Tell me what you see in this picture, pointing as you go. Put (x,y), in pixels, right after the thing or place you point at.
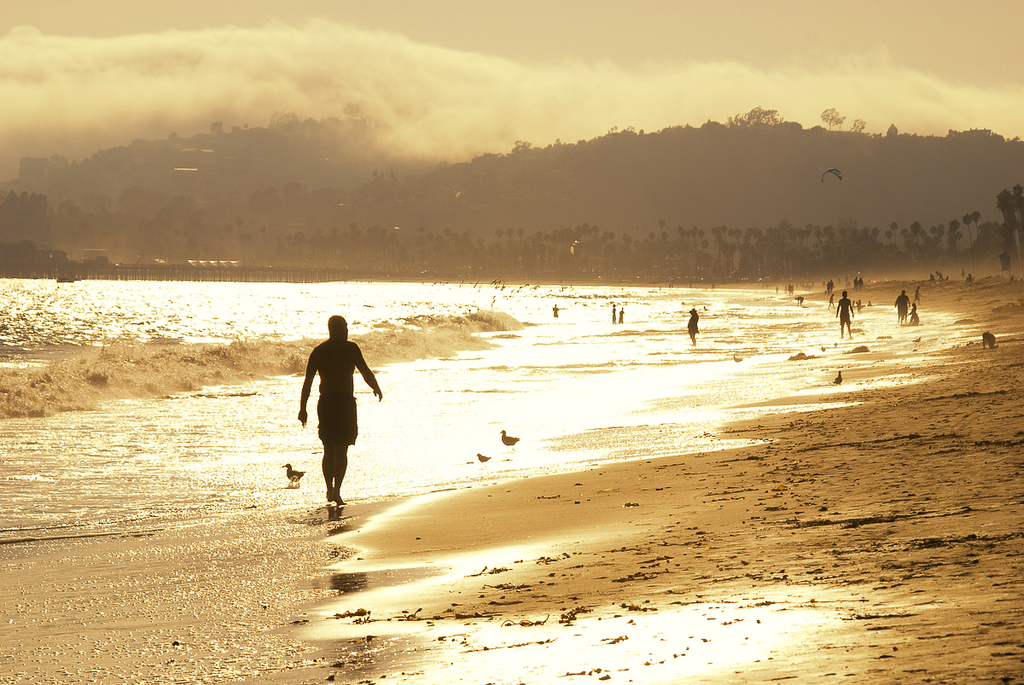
In this picture there is a man (342,420) who is walking on the beach (344,564). Beside him I can see the birds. In the background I can see many people (553,313) enjoying in the water (29,505) and some people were sitting on the beach (1004,291). In the background (717,260) I can see the trees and mountains (588,191). At the top (494,24) I can see the sky (593,21) and clouds (9,49). On the left (50,493) I can see the water (85,381).
